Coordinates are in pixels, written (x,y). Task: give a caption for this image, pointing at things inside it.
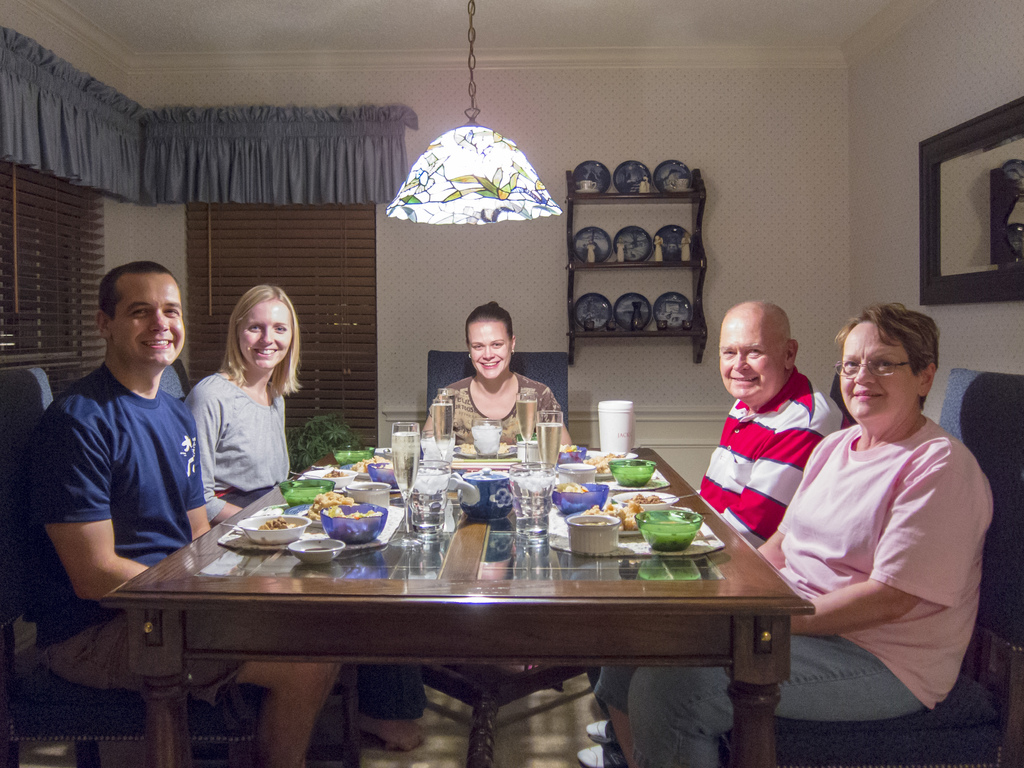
This picture is clicked inside a room (823,195). There are five people (830,439) sitting on chairs (1000,420) at the dining table (596,621). They all are smiling. On the table (283,575) there are glasses (415,494), plates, bowls (352,520) and spoons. At the center of the wall (657,166) there is shelf (609,235) and in it there is crockery (684,186) placed. On the right corner (979,221) there is a mirror (962,226). On the left corner (51,234) there are window blinds (265,235) and curtain (237,151) above it. There is lamp (480,181) hanging through the ceiling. In the background (320,448) there is a houseplant (332,442).
